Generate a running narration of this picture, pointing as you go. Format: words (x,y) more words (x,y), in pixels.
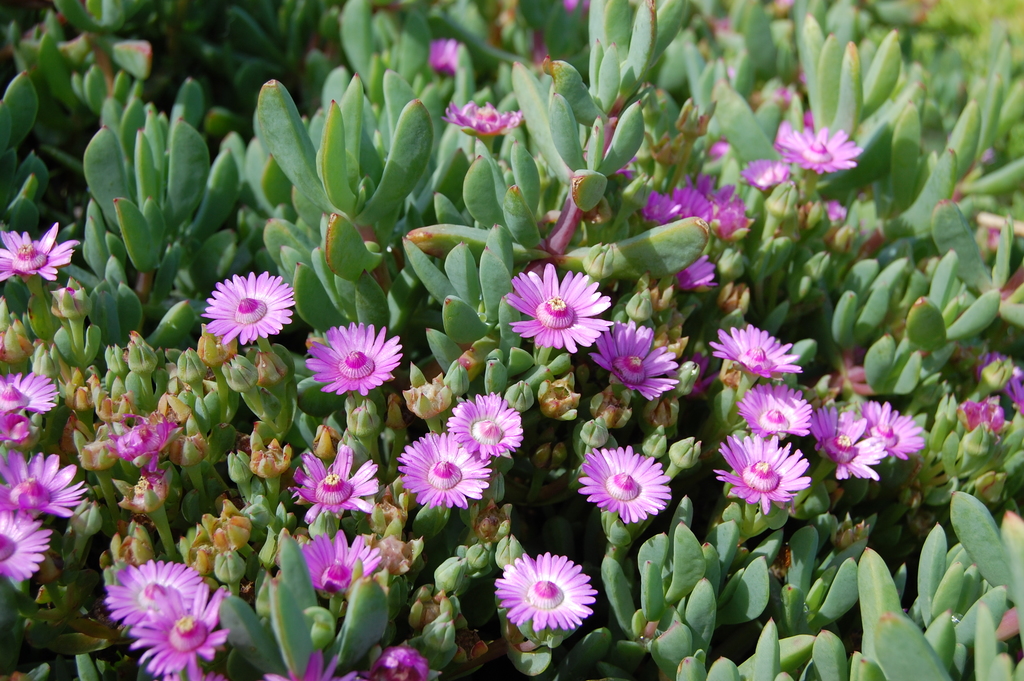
In this image we can see flowers (31,251), buds (981,444), and leaves (853,44).
